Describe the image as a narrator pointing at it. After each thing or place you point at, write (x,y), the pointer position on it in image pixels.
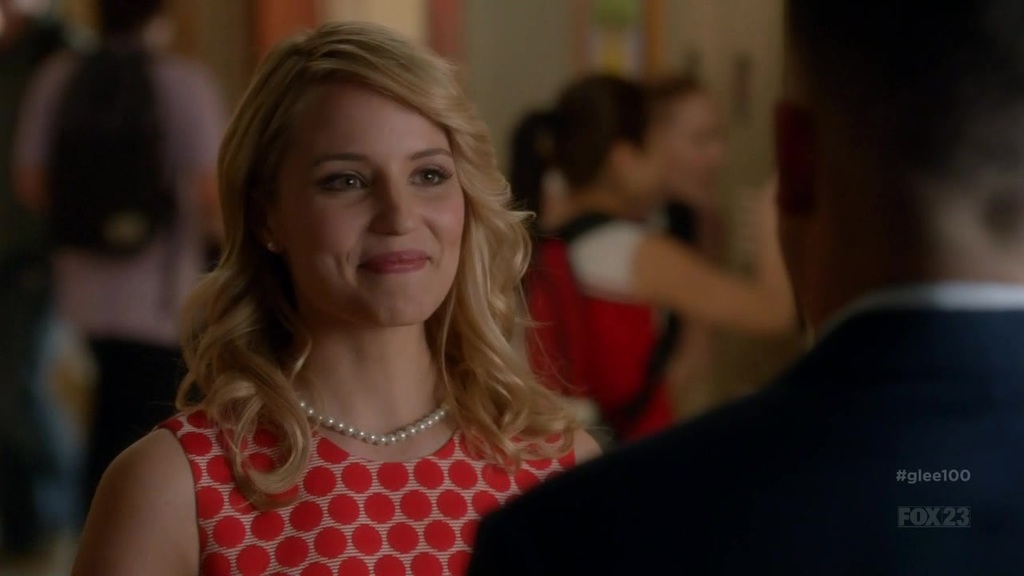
In this image I can see there are persons (456,367) standing and smiling. And at the back (200,101) it looks like a blur.
